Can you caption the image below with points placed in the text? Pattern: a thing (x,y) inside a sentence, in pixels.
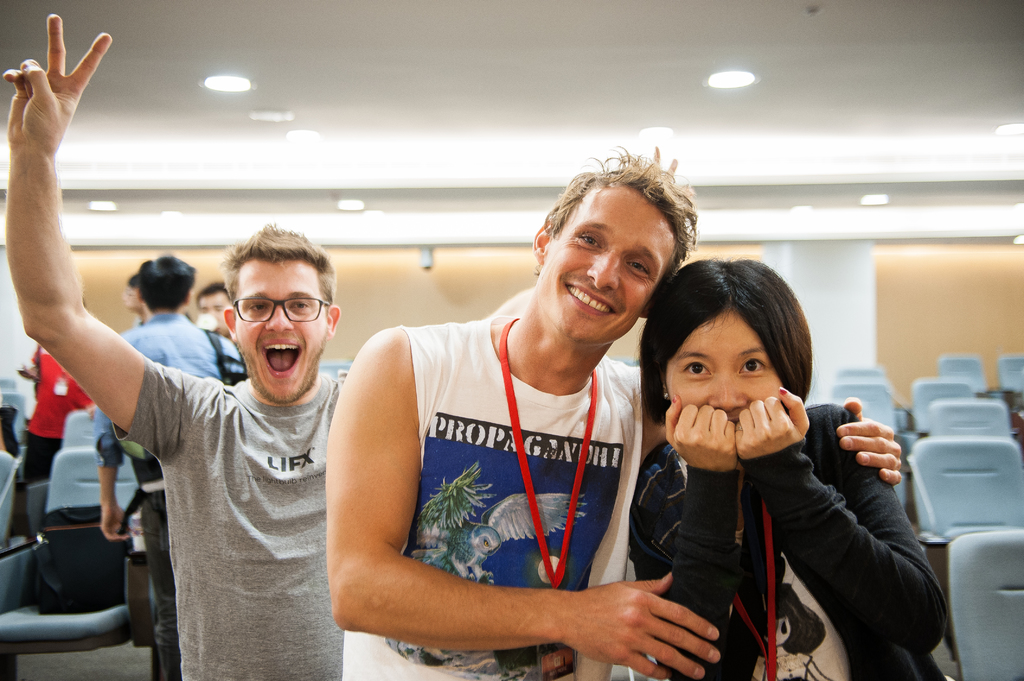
In the image we can see there are people (271,478) who are standing and wearing id cards (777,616) around their necks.
